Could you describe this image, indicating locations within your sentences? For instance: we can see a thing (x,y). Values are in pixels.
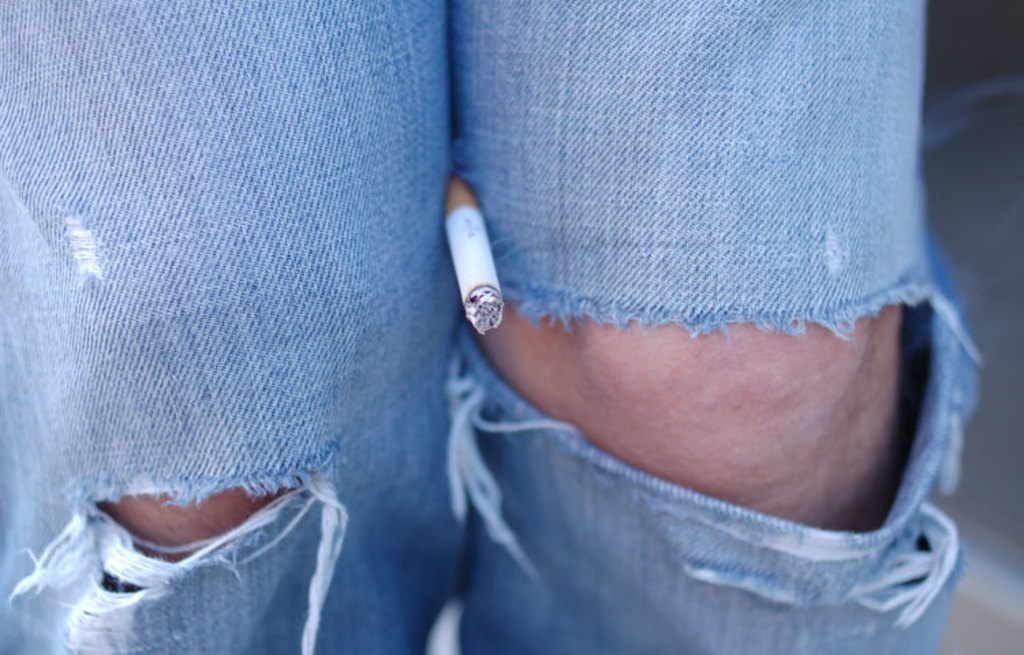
In this image we can see there is a cigarette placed in between the knee (747,461) of a person (603,213).
